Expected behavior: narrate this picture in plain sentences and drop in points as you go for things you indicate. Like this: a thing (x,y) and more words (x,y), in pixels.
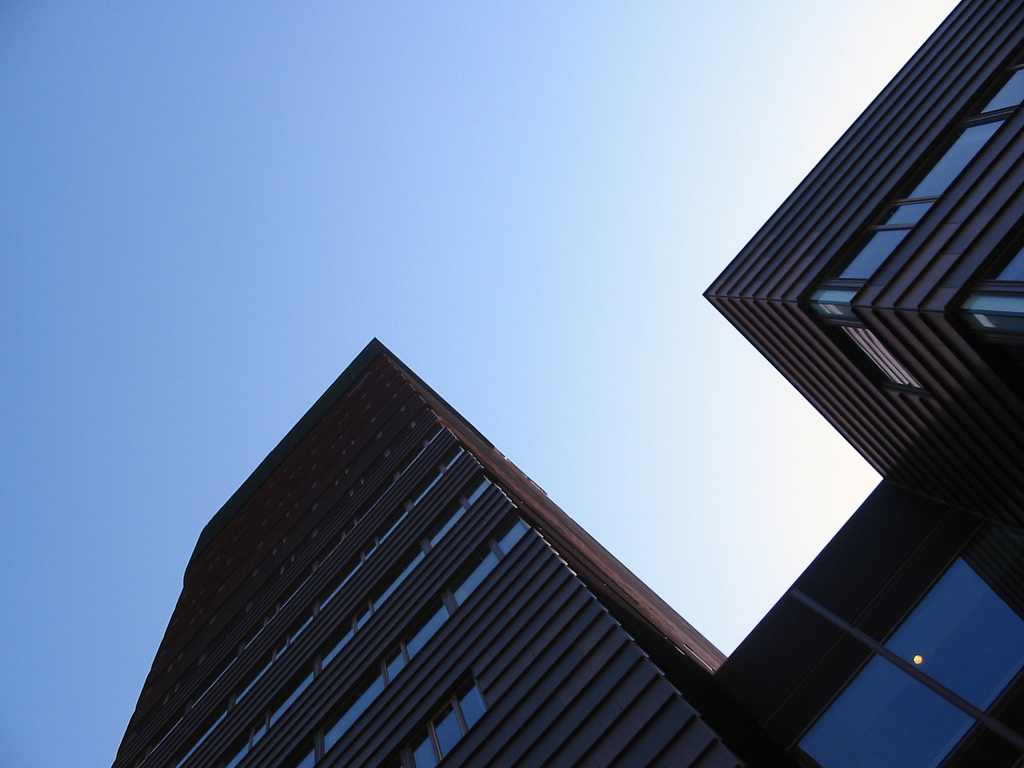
In this image I can see a building (385,678) and blue sky (229,194).
